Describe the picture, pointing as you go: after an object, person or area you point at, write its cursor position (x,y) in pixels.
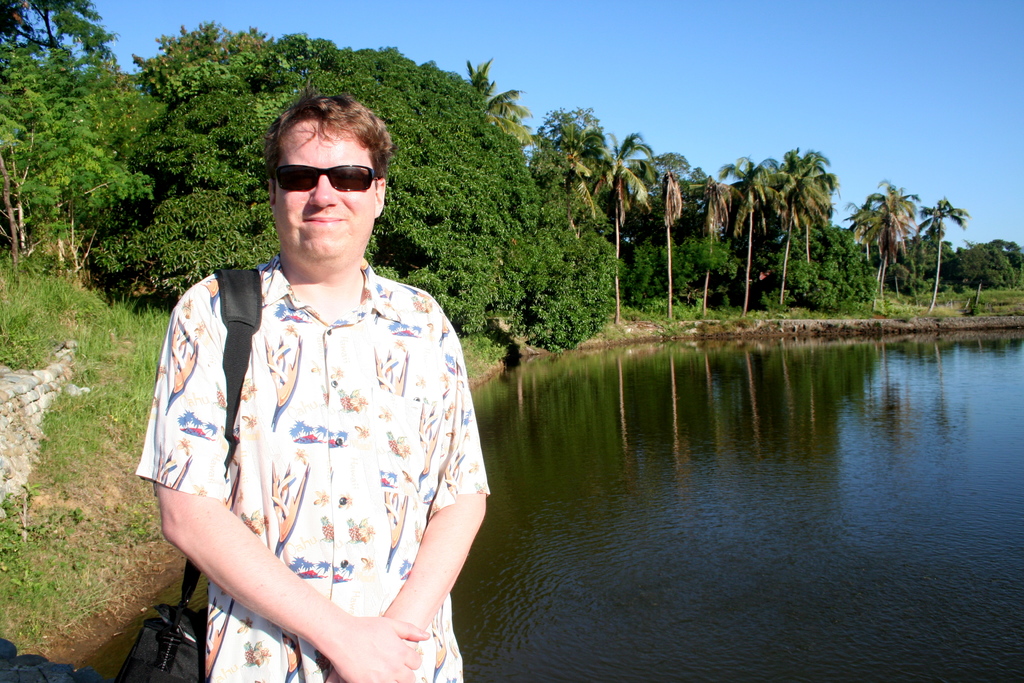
In this image there is a man (380,345) in the middle (380,345) who is wearing the black colour bag (135,661) and black colour spectacles (311,177). On the right side (805,438) there is water (879,506). In the background (752,248) there are trees (808,234). At the top (785,54) there is the sky (785,54).
